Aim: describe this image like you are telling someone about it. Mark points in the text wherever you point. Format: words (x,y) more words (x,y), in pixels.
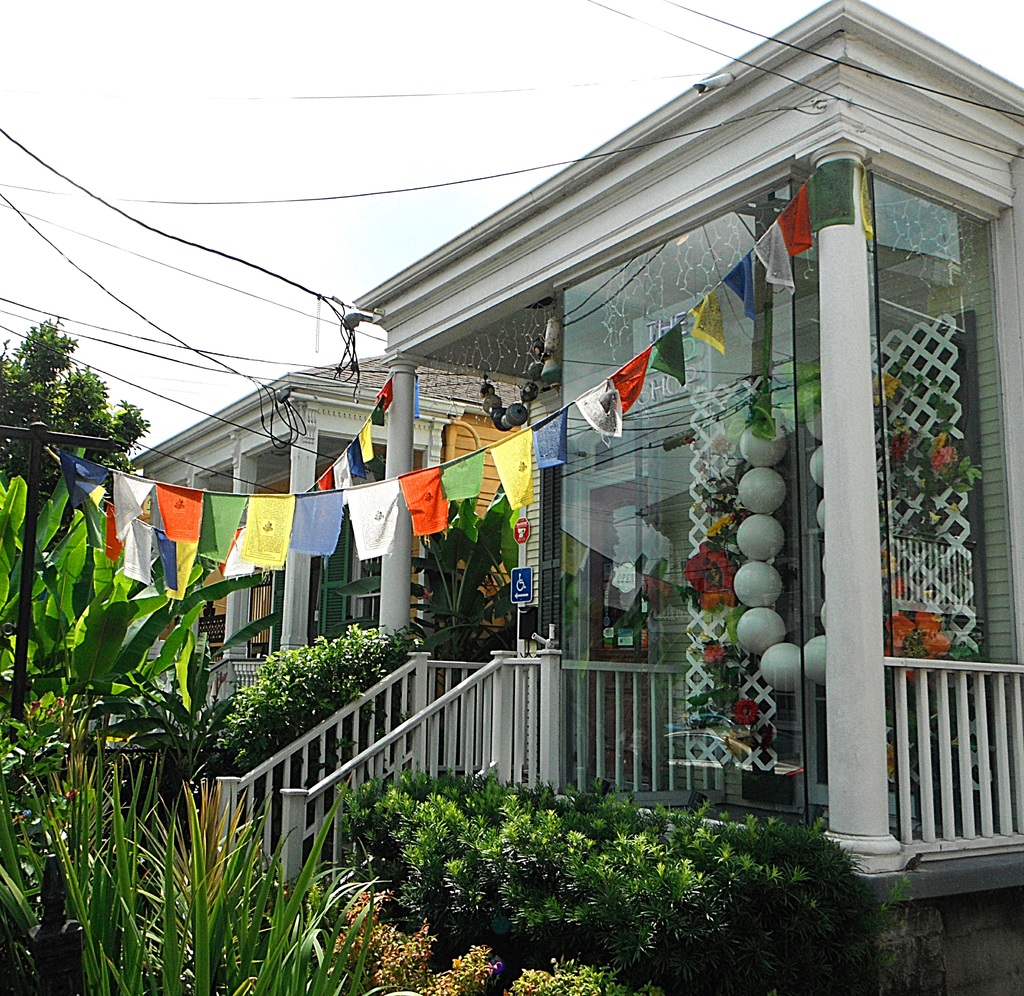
As we can see in the image there are plants (182,959), trees (120,462), stairs (324,787), buildings (961,557) and sky (355,113).
